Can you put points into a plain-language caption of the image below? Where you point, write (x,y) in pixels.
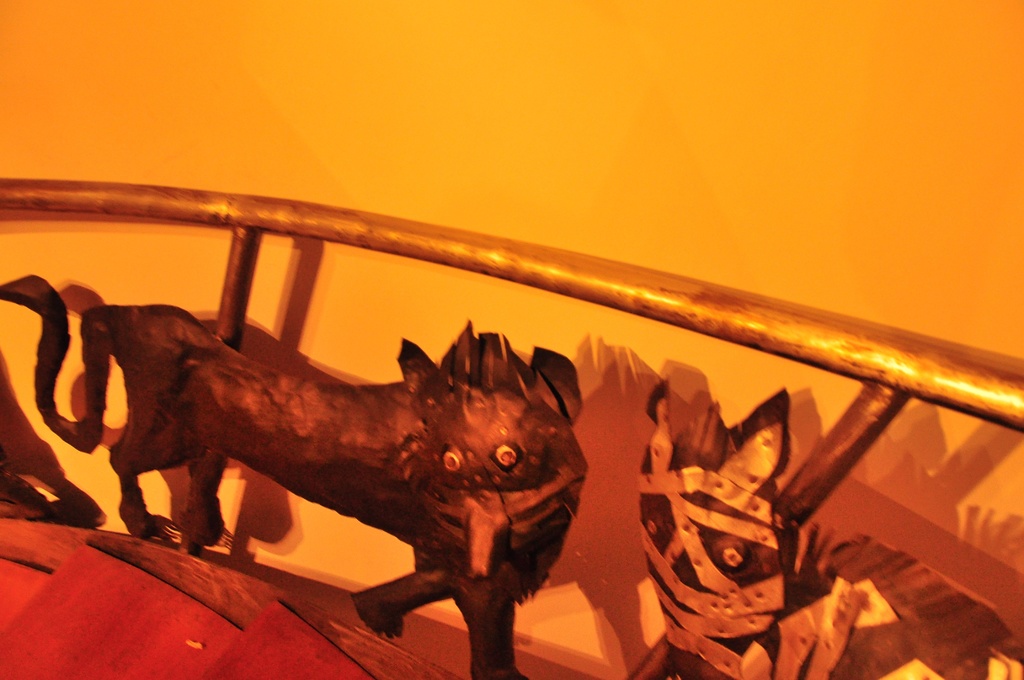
In this picture I can see wooden stairs (190,660) and I can see few animal sculptures (358,516) fixed to the metal rods (233,269) and a wall (793,142) on the side.
